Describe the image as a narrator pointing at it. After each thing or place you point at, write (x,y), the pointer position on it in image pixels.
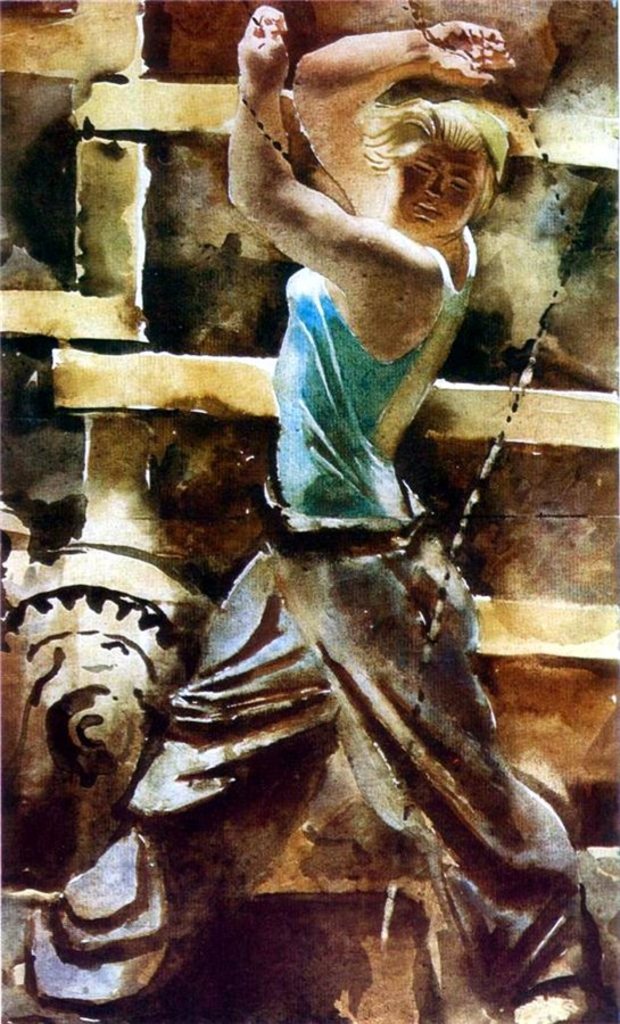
In this image there is a sketch (254,455) of a person (306,523) and a wall (148,513).
